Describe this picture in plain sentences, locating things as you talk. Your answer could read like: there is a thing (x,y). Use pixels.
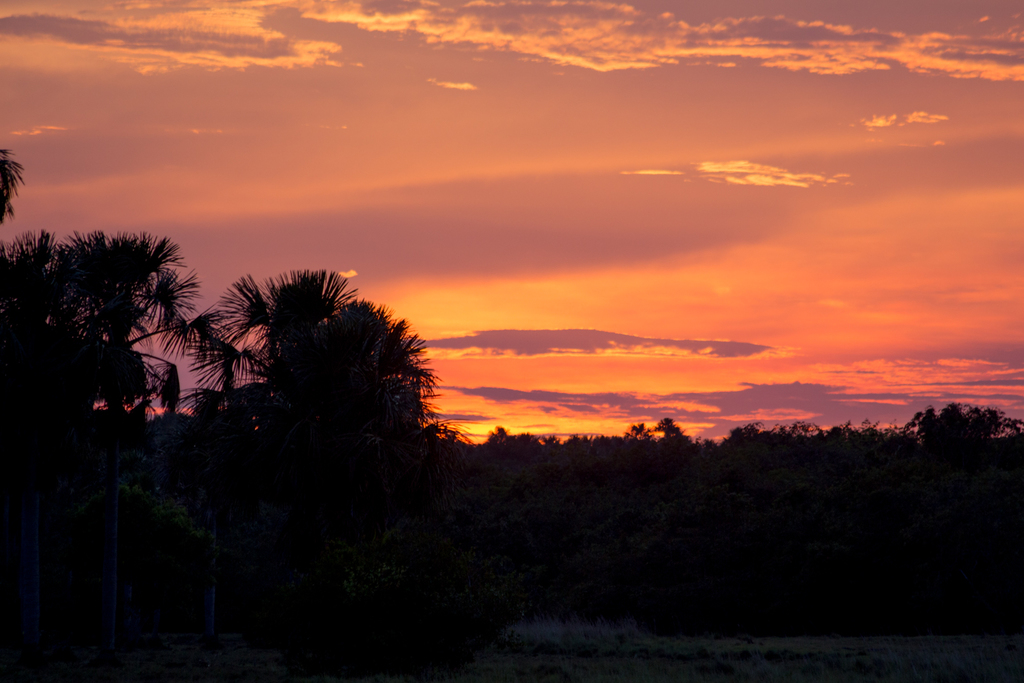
In this image we can see many trees (831,523) and plants (850,518). We can see the clouds (691,350) in the sky (691,336).
